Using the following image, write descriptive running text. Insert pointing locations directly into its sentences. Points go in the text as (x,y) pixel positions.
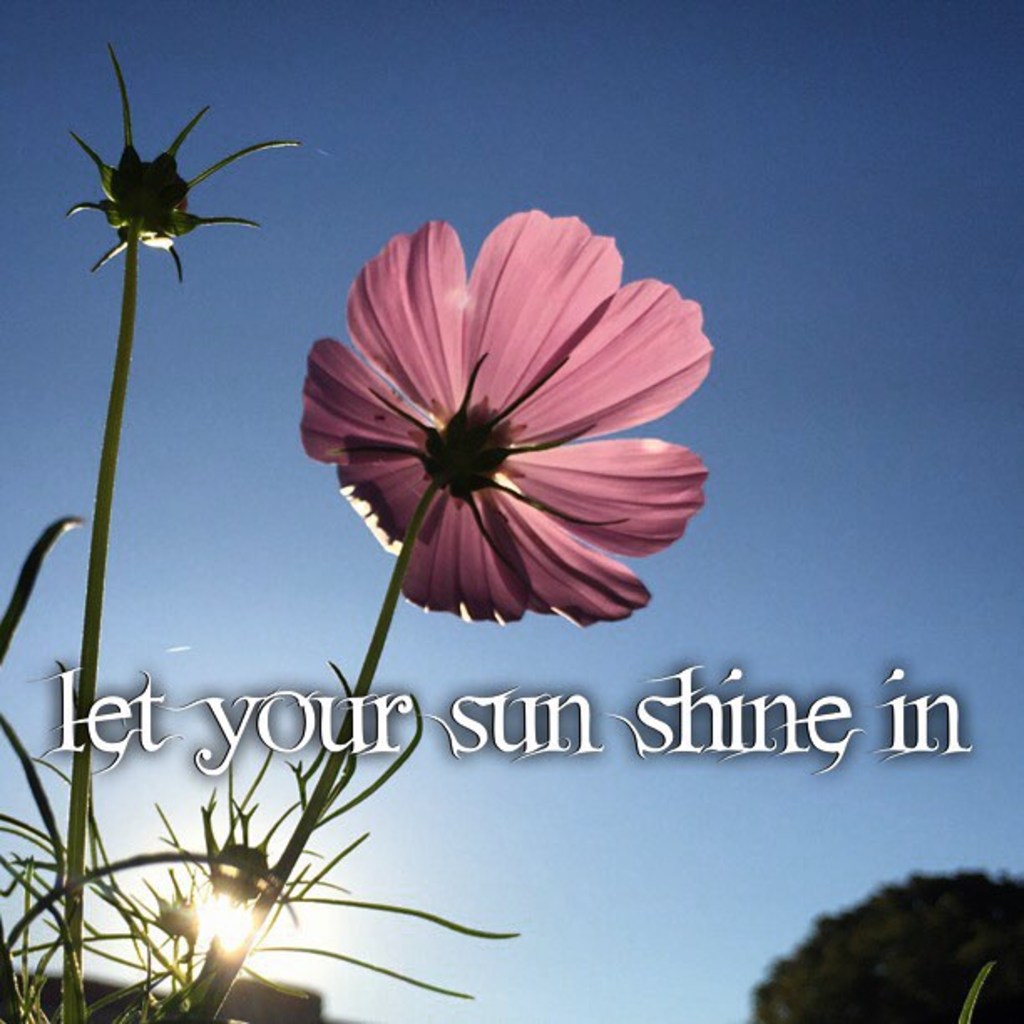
In this image I can see a flower (419,603) in pink color. Background (688,187) I can see trees (894,891) in green color, the sky (886,388) is in blue color and I can see something written on the image.
